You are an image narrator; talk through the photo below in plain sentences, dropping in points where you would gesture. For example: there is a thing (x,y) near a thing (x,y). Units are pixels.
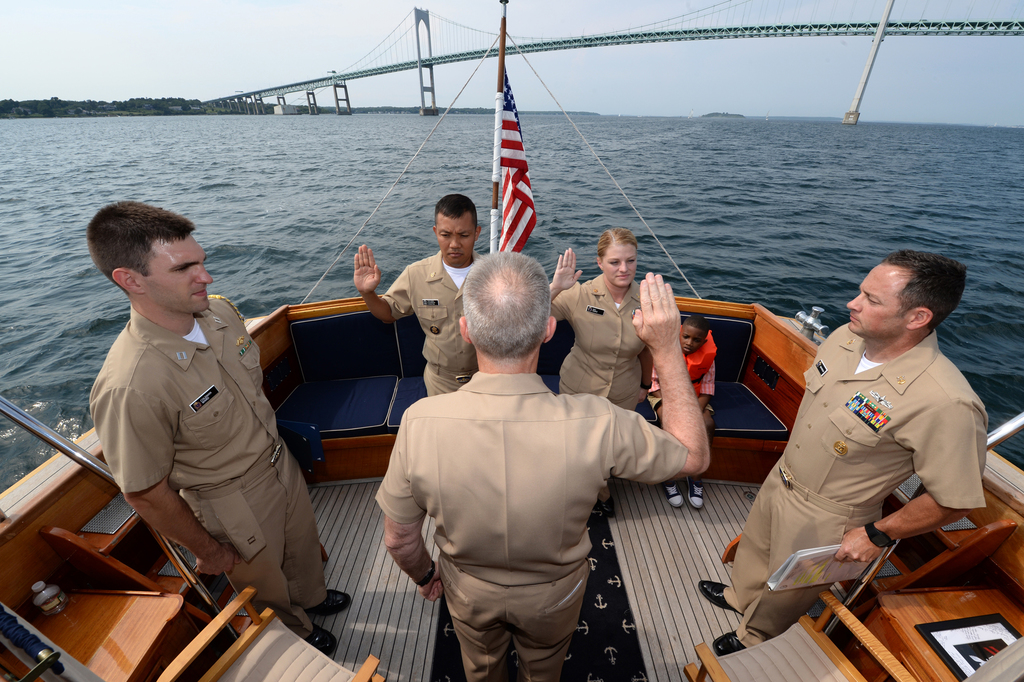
In this image there are people (574,472) standing on the boat (748,402). There is a flag (502,161) attached to the pole (497,142). Bottom of the image (818,633) there are chairs (829,652) on the boat (747,434). There is a person (706,395) sitting on the boat (736,419). There is a bridge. The boat (393,374) is sailing on the surface of the water (366,116). Left side there are trees (34,104) on the land (218,108). Top of the image (466,69) there is sky (404,77).
